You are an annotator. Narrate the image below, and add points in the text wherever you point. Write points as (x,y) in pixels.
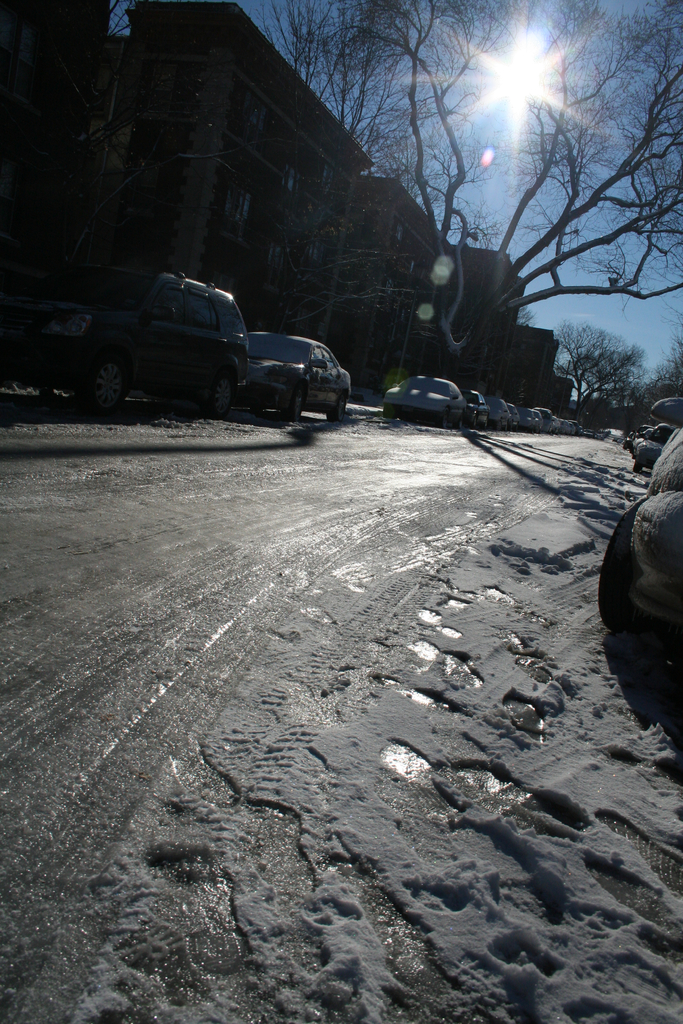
In this image there is a road (191,474) on which there are so many cars (431,395) parked beside the footpath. In the middle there is a tree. At the top (177,186) there are buildings (253,211). At the top (501,164) there is the sky (491,153) with the sun (520,79). On the right side (679,517) there are few other cars (646,530) on the road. At the bottom (489,916) it seems like a snow (472,908).
